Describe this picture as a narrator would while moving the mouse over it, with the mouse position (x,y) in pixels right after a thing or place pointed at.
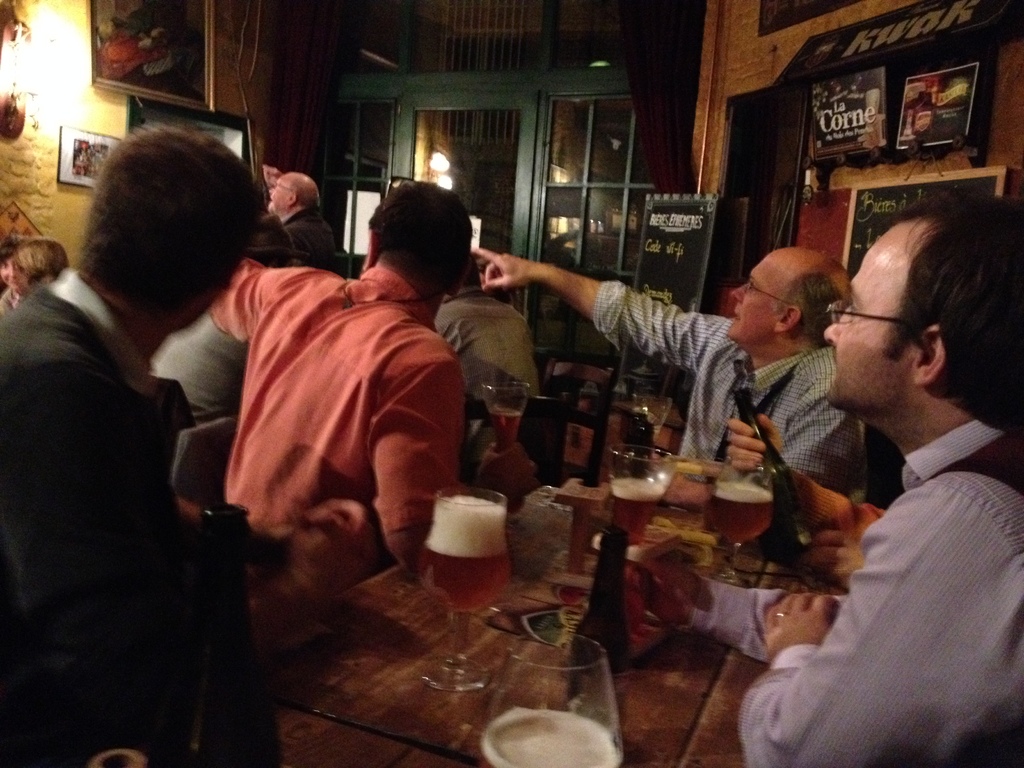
Group of people (921,358) sitting on the chair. We can see glasses (639,491), bottles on the table (670,753). This person (833,510) holding bottle (793,483). On the background (264,104) we can see wall (40,12), frames (136,120), light (29,67).
